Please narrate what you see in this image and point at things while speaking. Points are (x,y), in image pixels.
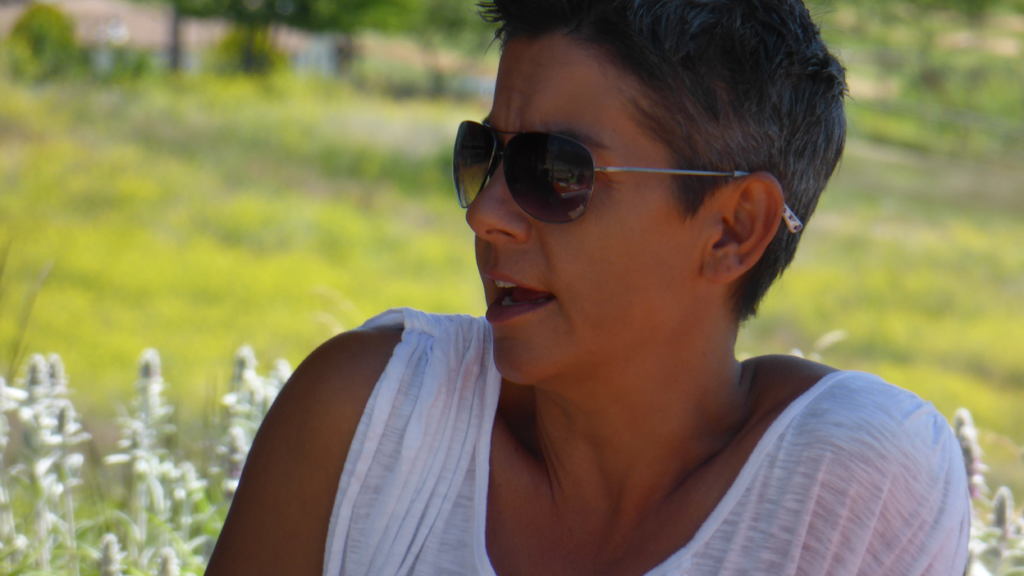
In this image in the foreground (719,284) there is one person (574,220) who is wearing goggles (524,182), and white dress (427,458). And at the bottom (124,397) there are plants (65,471) and there is a blurry background (141,282).
